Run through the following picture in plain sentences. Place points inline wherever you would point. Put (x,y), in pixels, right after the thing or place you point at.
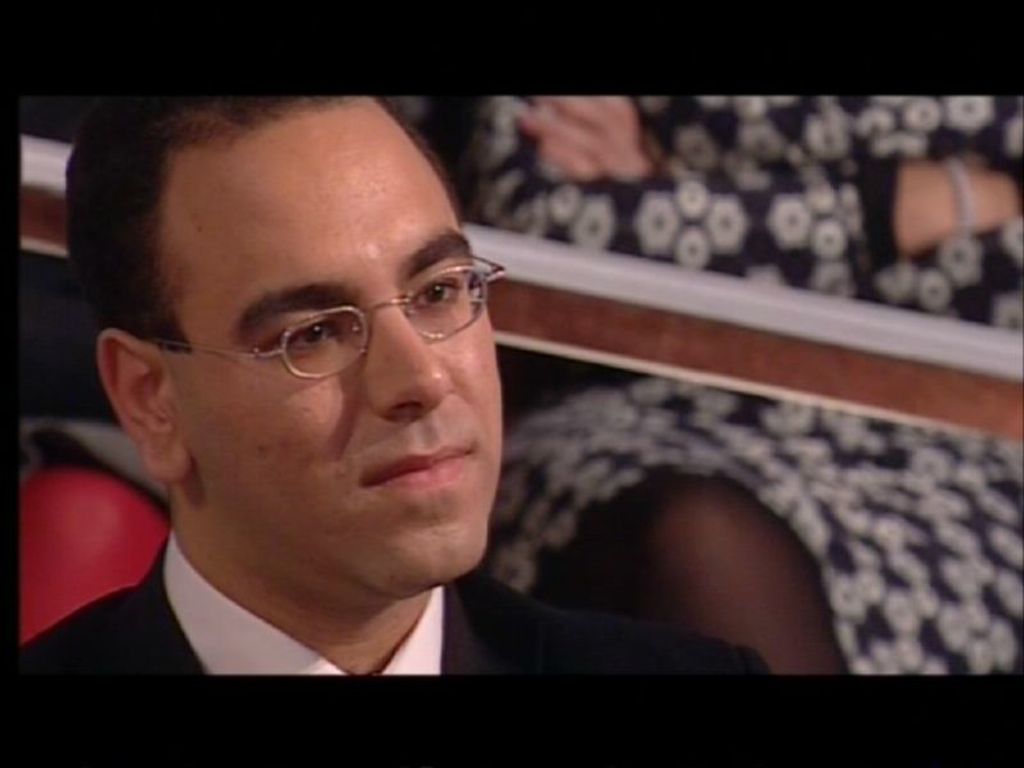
In this image we can see a man (305,455) and in the background (804,502) there is a person (797,172) and a rod (54,204) in front of the person (781,173).
